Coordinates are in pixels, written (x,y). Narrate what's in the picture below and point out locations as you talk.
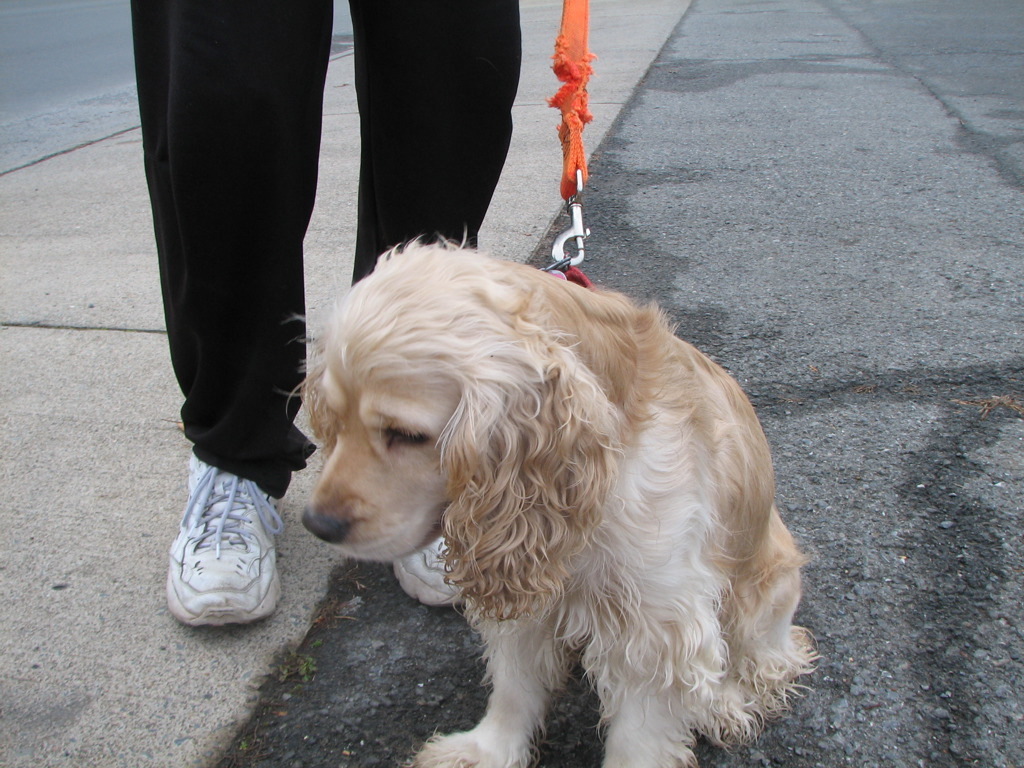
In this picture I can see a dog (447,524) in front and I see a leash (559,46) tied to it. Behind the dog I can see a person's legs (224,224) and I can see the path (527,201).
